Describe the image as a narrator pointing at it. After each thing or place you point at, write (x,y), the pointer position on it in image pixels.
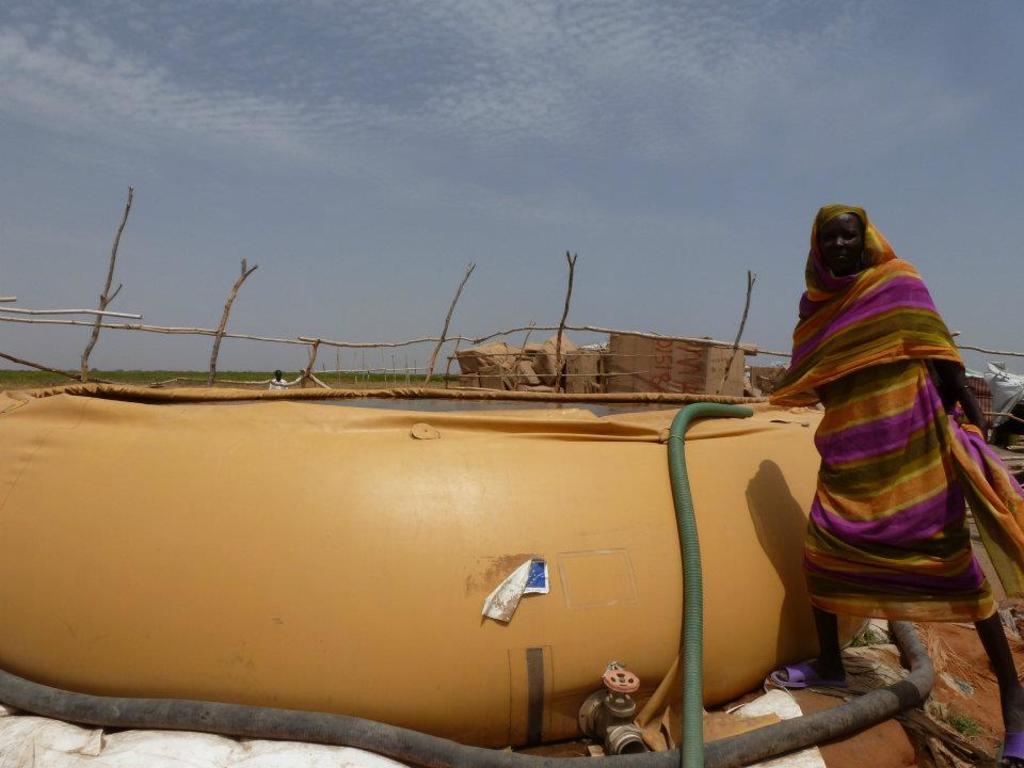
In this image we can see a person (843,381) wearing dress (966,457) is standing here, here we can see pipes (823,716), tap (585,726), yellow color tub (609,536) in which we can see water (589,413), we can see wooden fence (89,358), hut (583,382) and some objects (549,370), a person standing here, farmland (319,376) and the sky (554,218) with the clouds (631,118) in the background (385,262).
